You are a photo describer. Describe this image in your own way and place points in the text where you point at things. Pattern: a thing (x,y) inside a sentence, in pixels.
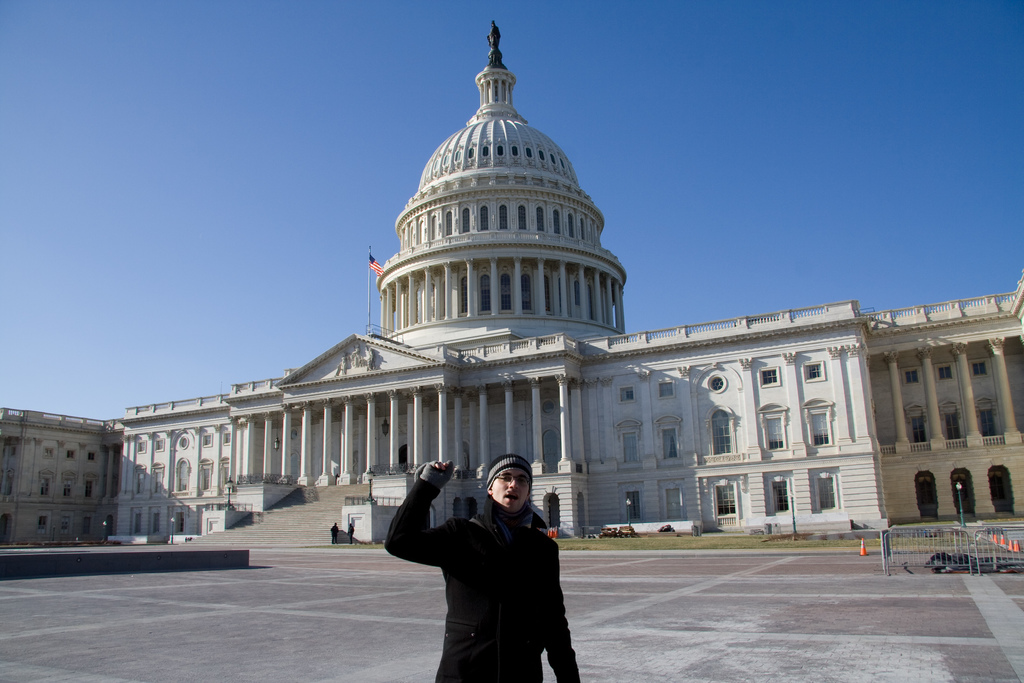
In this image I can see the person (460,519) standing and wearing the black color dress (484,565). In the background (196,446) I can see the building (343,447) with windows (186,476). There is a statue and flag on the building (410,225). I can also see the sky (408,123) in the back (650,152).
